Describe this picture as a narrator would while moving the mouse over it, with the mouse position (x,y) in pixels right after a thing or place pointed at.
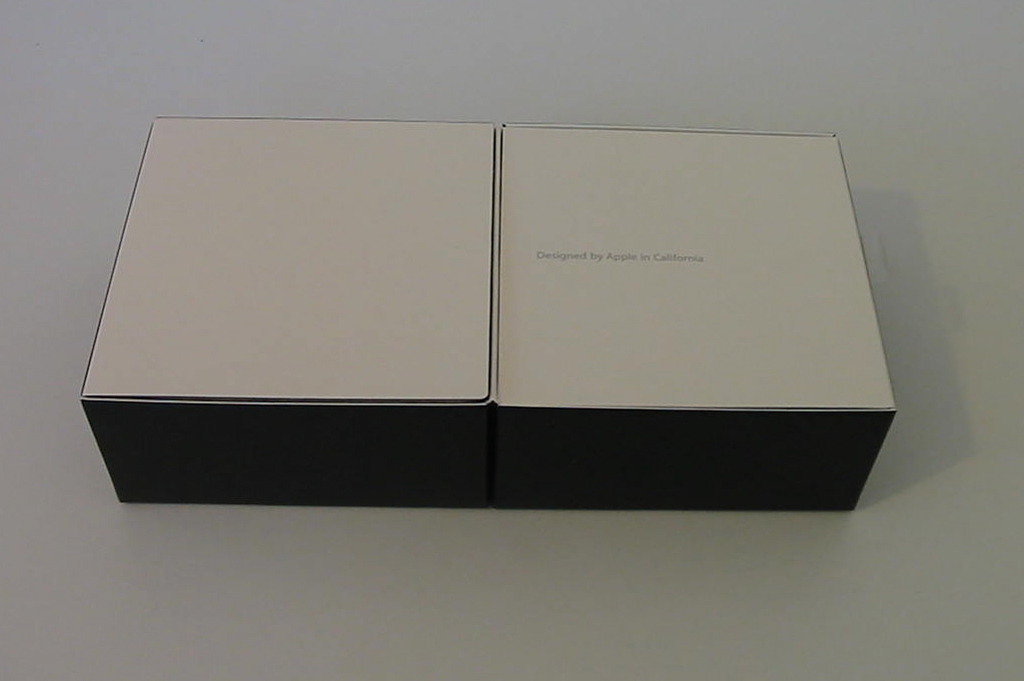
In this picture I can see couple of boxes (488,261) on the table (9,297) and I can see text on the right side box (601,305).
